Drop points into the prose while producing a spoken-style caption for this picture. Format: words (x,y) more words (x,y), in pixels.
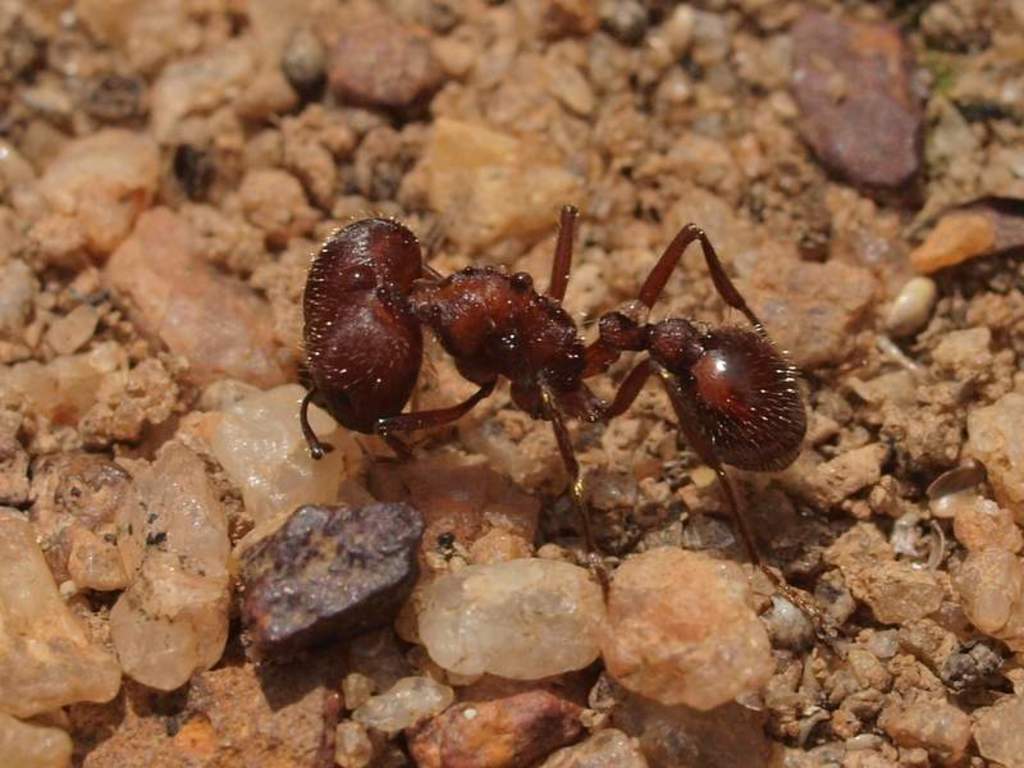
In this image there is an ant (575,401) on the ground (562,534). There are stones (857,106) on the ground (840,592).
